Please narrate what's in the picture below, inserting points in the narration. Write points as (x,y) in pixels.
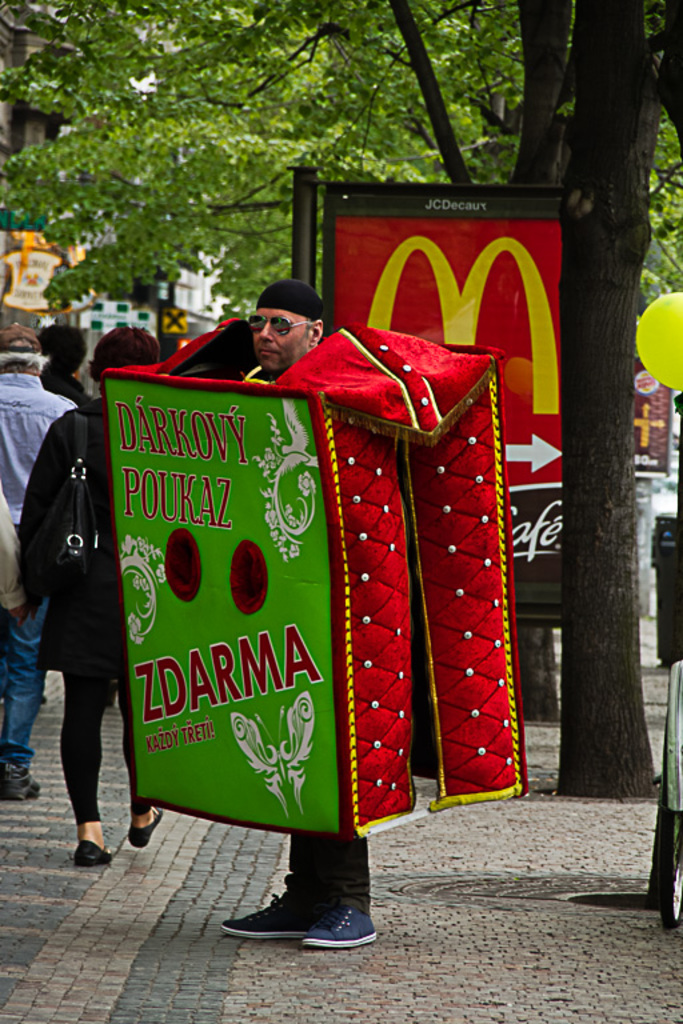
In this picture we can see a person (349,867) standing on the ground (378,865), he is wearing a costume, goggles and in the background (559,777) we can see trees (564,688), balloon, banners (547,336), people (63,379) and some objects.
